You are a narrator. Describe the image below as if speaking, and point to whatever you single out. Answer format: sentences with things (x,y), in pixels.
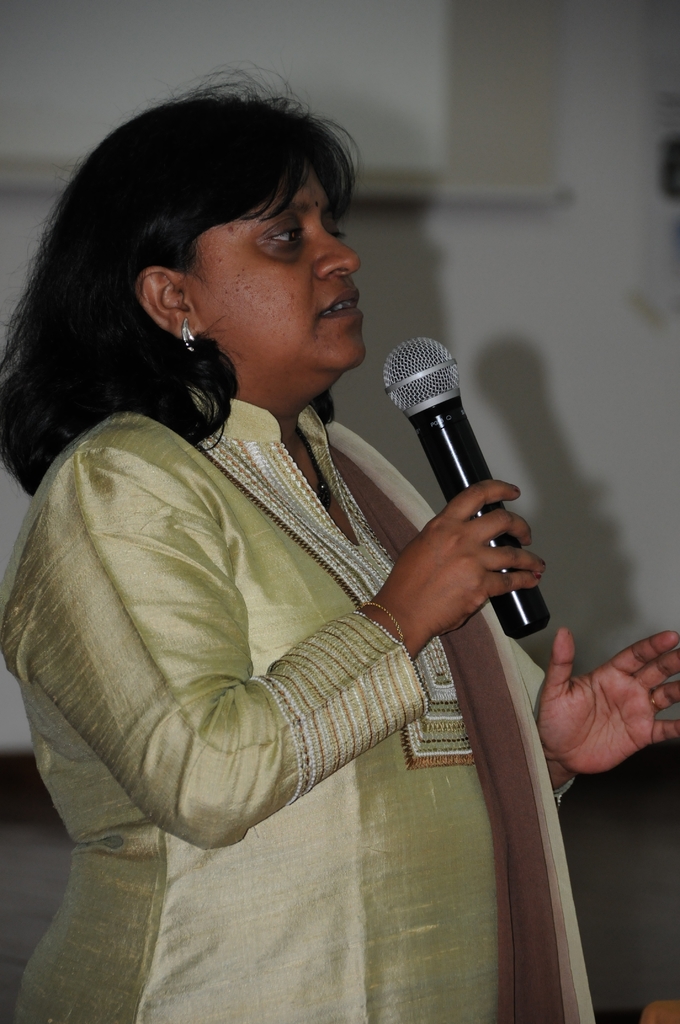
a person (226,739) is standing, holding a microphone (434,382) in her hand (453,507).
